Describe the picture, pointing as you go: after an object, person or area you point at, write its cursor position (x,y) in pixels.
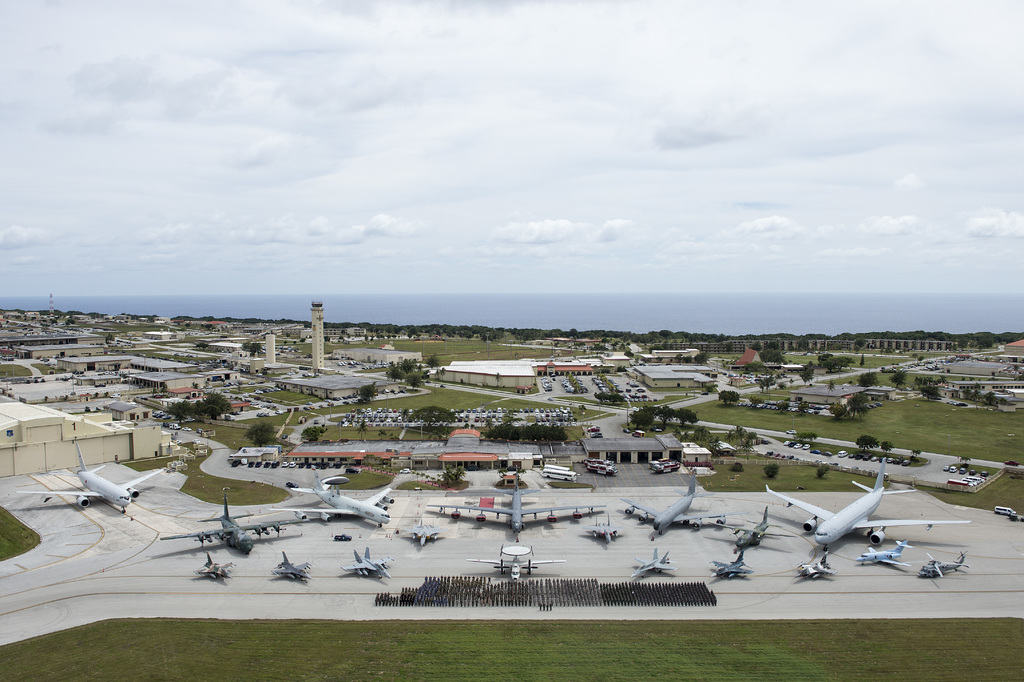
In this picture we can see the grass (844,666), airplanes (95,484) on the ground (399,528), vehicles (654,468), trees (211,409), buildings (483,370), tower (323,346) and some objects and in the background (487,196) we can see the sky (695,157) with clouds (533,249).
